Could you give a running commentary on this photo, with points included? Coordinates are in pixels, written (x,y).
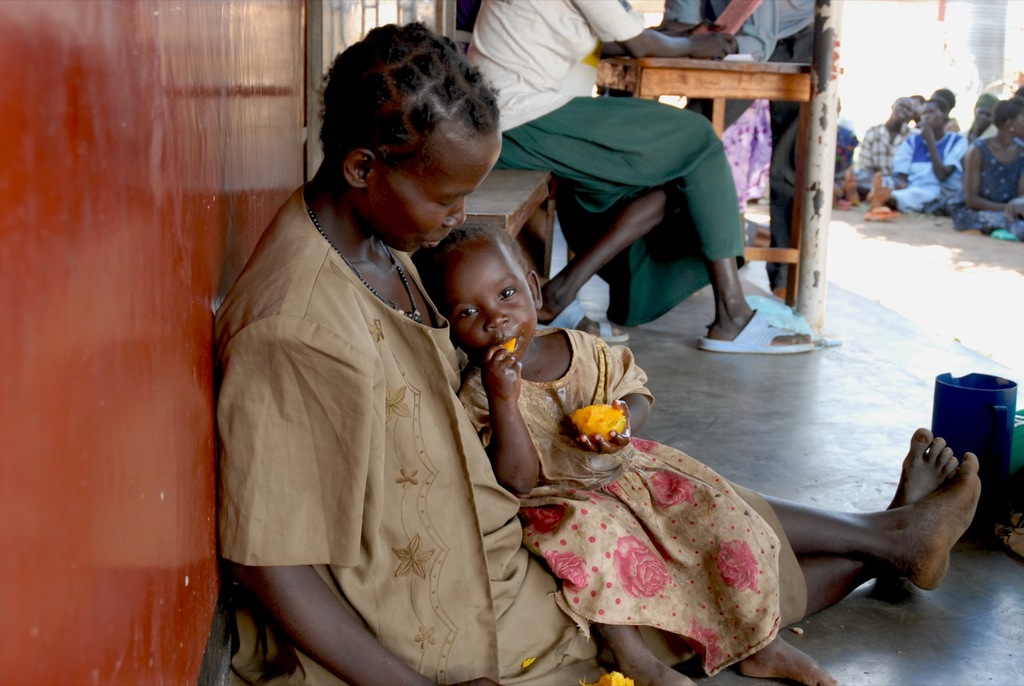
In this image I can see a woman (398,210) wearing brown colored dress (366,422) is sitting on the ground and a child (557,516) holding a yellow colored fruit (596,428) is sitting on her lap (646,485). In the background (744,96) I can see few persons (926,156) are sitting on the ground (933,231), a person (603,185) sitting on the bench (505,180), a table (676,75) and few other objects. To the left side of the image (94,296) I can see a wall (96,261) which is maroon in color.
